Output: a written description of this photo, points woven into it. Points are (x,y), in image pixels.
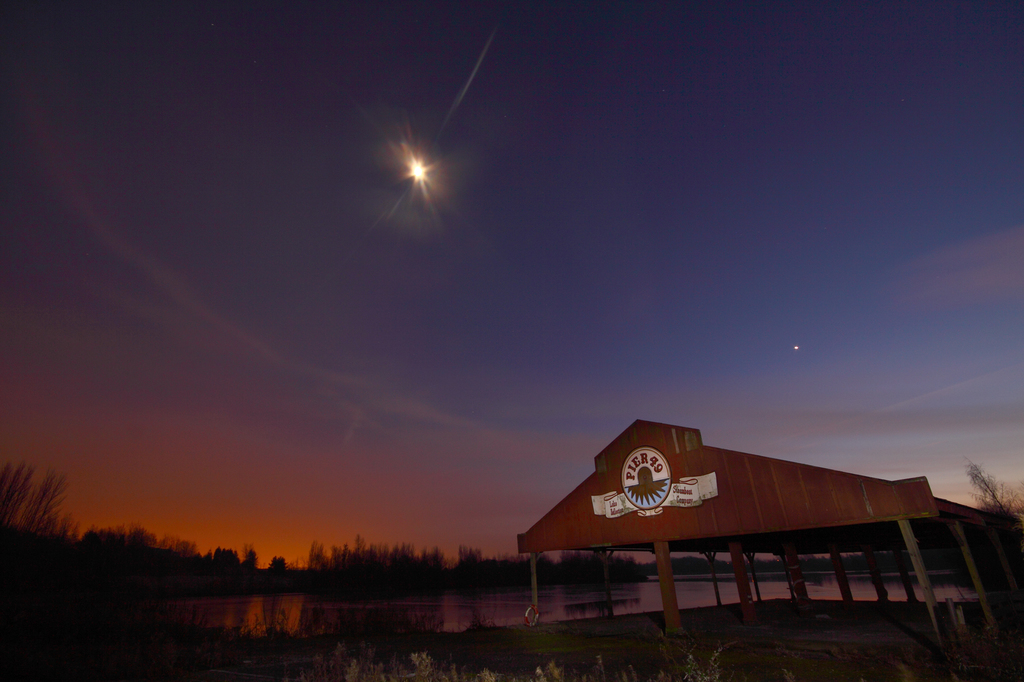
In this image we can see stars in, sky (426,226) with clouds (488,408), trees (198,546), water (459,601), shed (871,559) and ground (722,676).
